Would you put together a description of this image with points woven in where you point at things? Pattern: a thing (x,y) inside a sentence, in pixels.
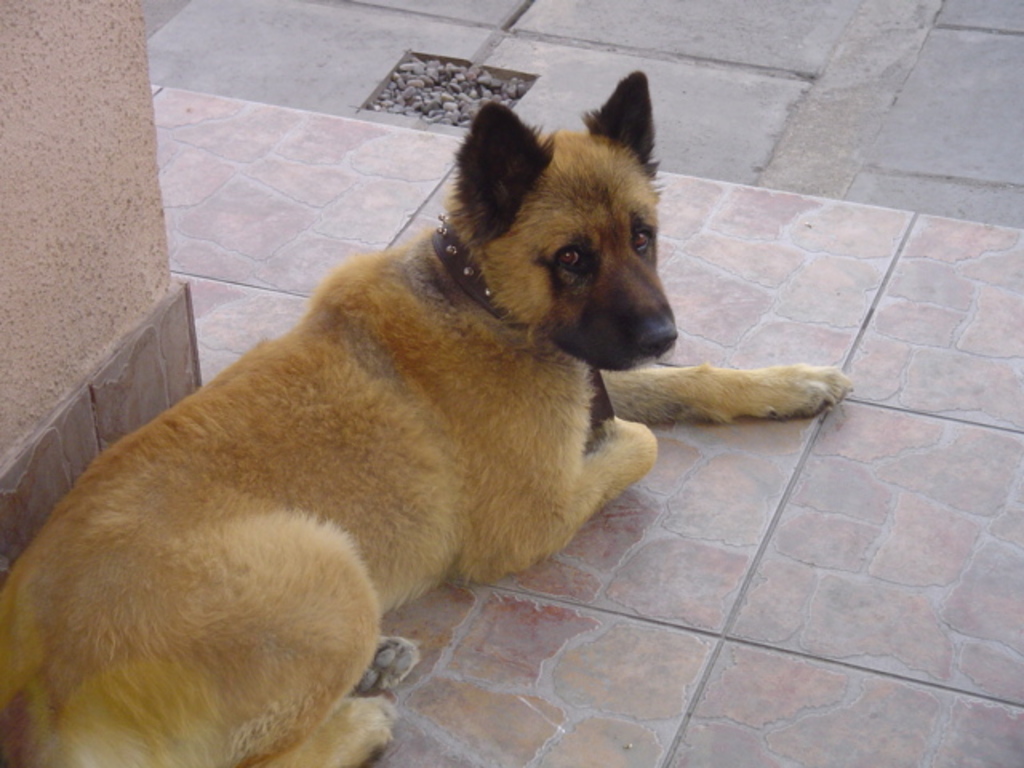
In this image in the center (430,276) there is one dog (293,487), and at the bottom (741,562) there is floor (490,590) and on the left side (88,254) there is one pillar (88,254).
